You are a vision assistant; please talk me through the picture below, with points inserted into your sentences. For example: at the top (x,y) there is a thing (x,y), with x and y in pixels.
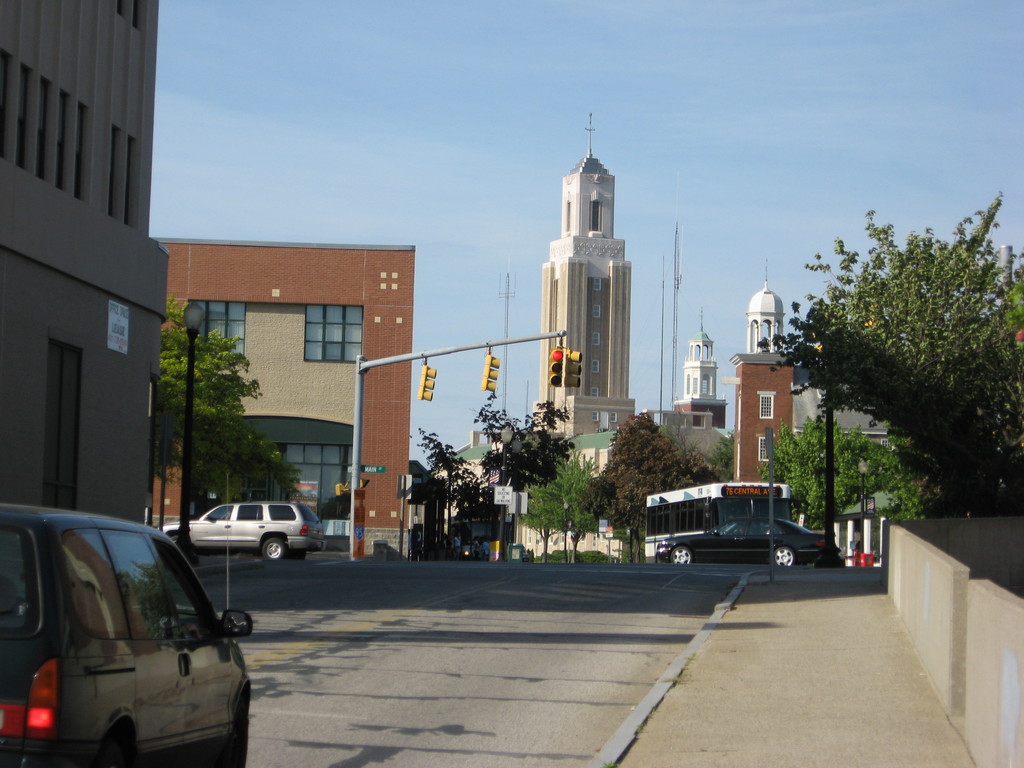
In this picture I can see many buildings (462,449), plants (726,440), poles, street lights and traffic signal (340,489). On the road (374,600) I can see many cars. At the top (486,68) I can see the sky (338,103) and clouds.
